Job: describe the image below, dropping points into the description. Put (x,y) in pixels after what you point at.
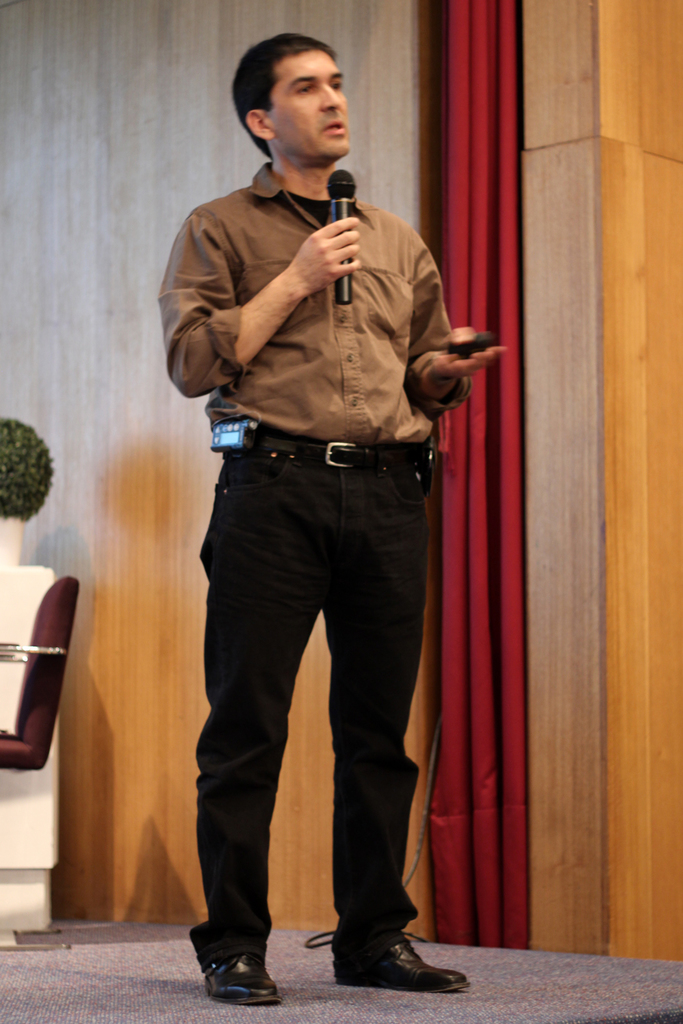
In this image I can see a man (302,509) is standing and holding a mike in hand (317,282). In the background (550,350) I can see a wall (133,84) and a curtain (481,188). In the left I can see a chair (62,667). This image is taken on the stage (162,961).
